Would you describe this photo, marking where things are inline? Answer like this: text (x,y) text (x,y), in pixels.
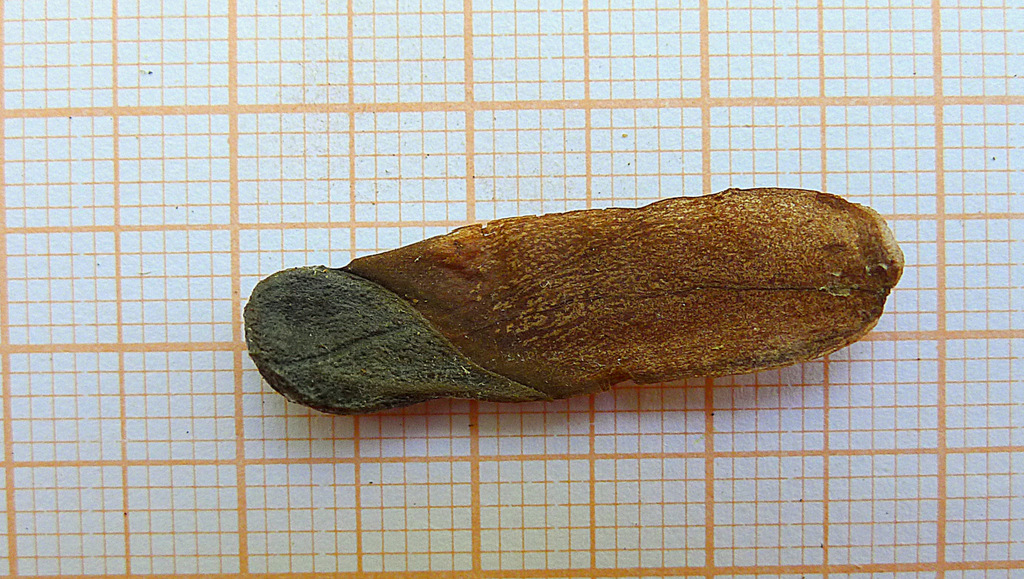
In this image we can see some seed (544,296) which is placed on the surface (710,393).
